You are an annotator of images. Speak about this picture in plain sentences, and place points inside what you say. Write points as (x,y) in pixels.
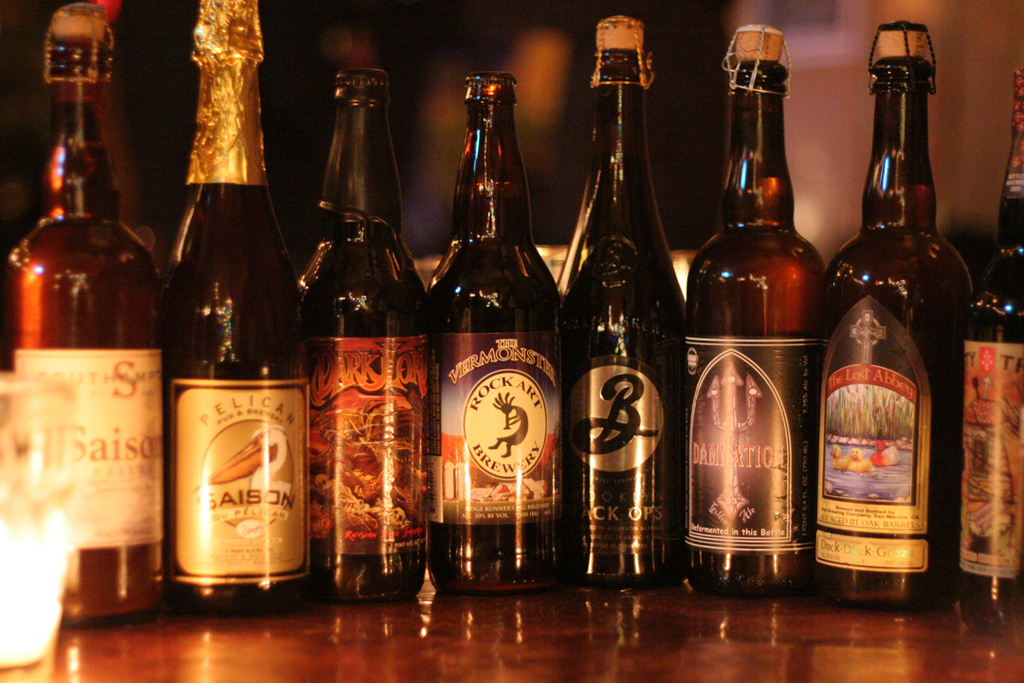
In the foreground (386,348) I can see liquor bottles (572,471) on the table (404,671). In the background (683,70) I can see a wall (804,77). This image is taken in a bar shop (511,599).
